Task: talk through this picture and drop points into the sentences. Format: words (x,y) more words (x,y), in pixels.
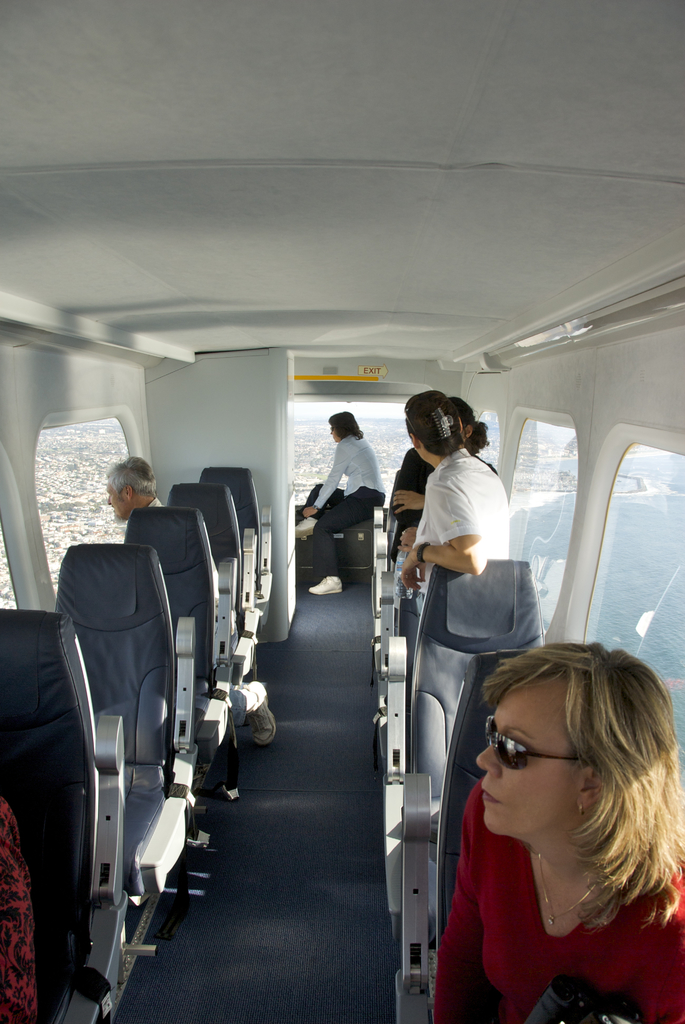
In this image there are group of persons (322,586) sitting and standing and there are empty chairs (95,705) on the left side (159,616) and there are windows (552,537) and outside the windows (613,532) on the right side (631,571) there is water (644,556) and on the left side (53,503) there are buildings (72,509) which are visible outside of the window (65,506).
